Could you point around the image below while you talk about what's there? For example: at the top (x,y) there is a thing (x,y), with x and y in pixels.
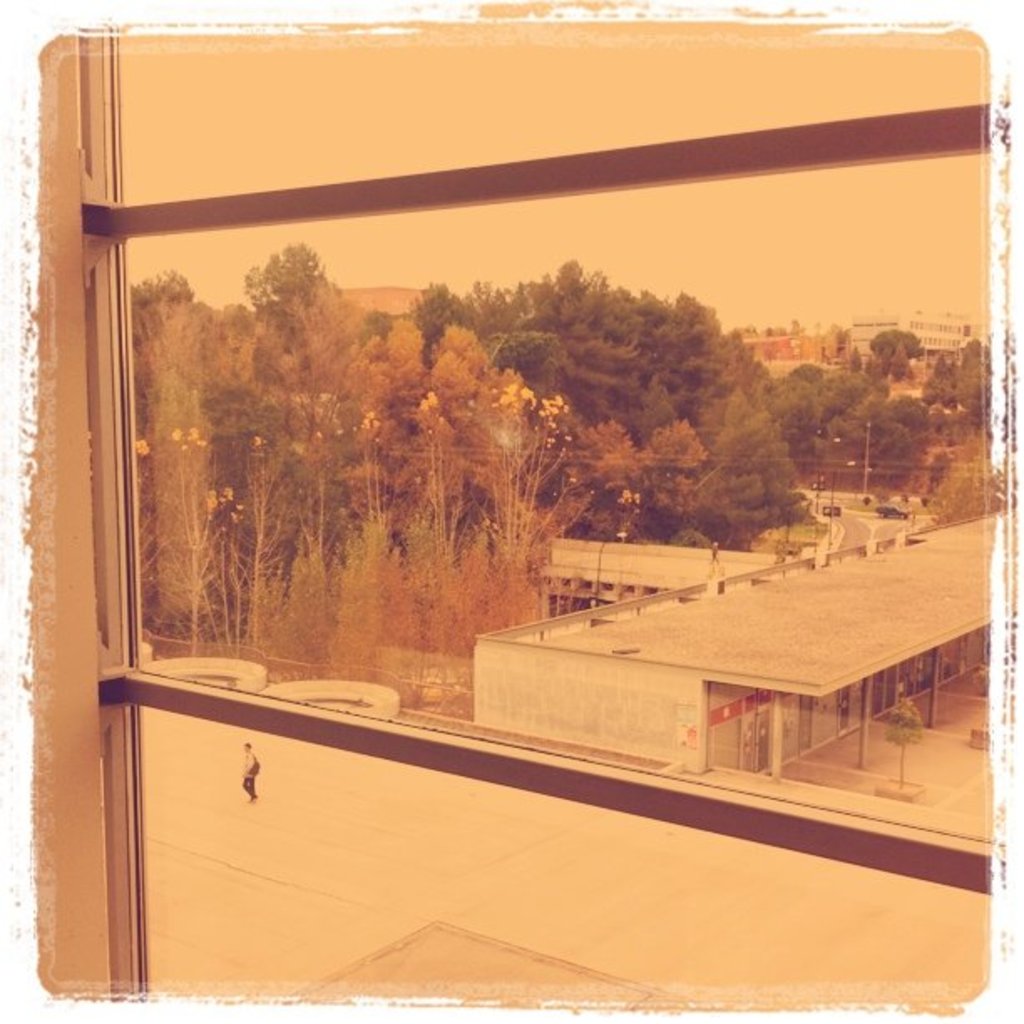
In this picture we can see view from the glass (406,608). Behind we can see the small boy (245,777) walking in the ground (378,815). In the background (533,658) there is a shed (716,660) and some trees (546,511).
